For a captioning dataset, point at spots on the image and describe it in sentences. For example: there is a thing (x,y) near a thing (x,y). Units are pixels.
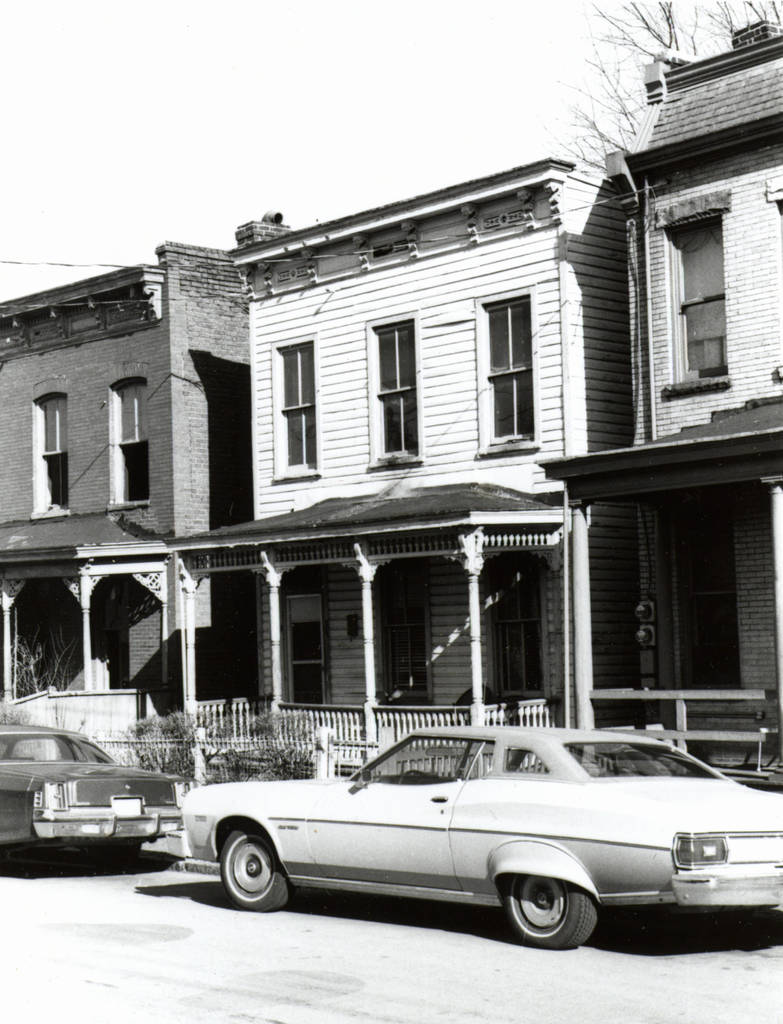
In this image few cars (106,770) are on the road (309,930). Behind there are few plants (311,761). Behind it there is a fence (272,746). Background (768,684) there are few buildings (569,216). Right top there is a tree (618,83). Top of the image (349,126) there is sky (255,111).
